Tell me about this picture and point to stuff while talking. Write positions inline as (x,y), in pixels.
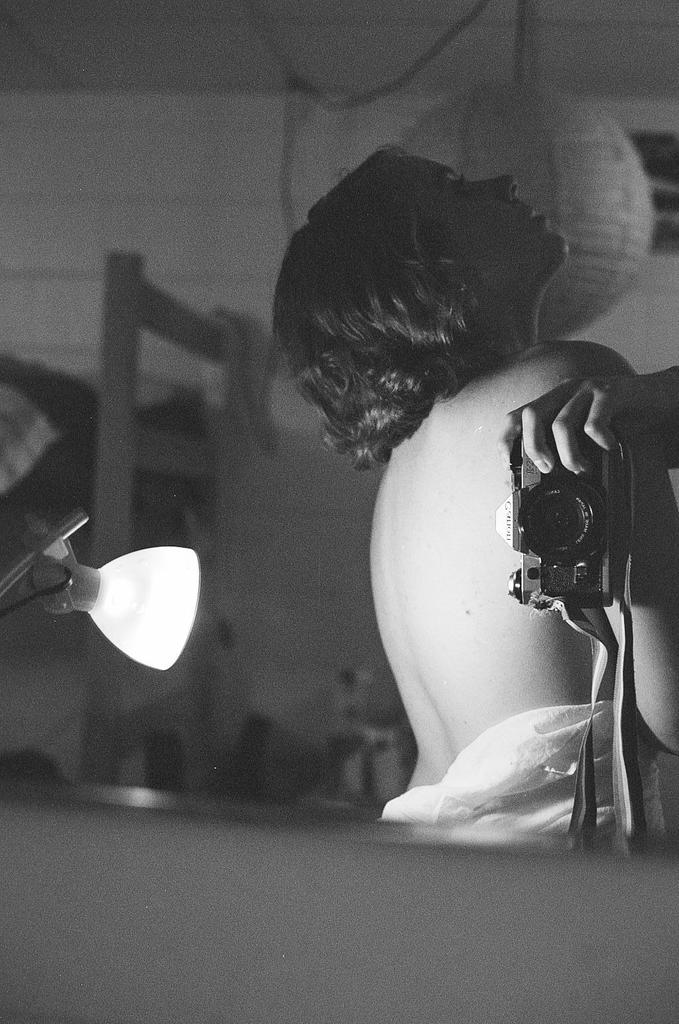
In this image there a woman (419,675). There is a camera (533,592) on the right side (567,581). There is a lamp (117,572) on the left side (117,572). There is a wall (659,299) in the back side (664,310).
